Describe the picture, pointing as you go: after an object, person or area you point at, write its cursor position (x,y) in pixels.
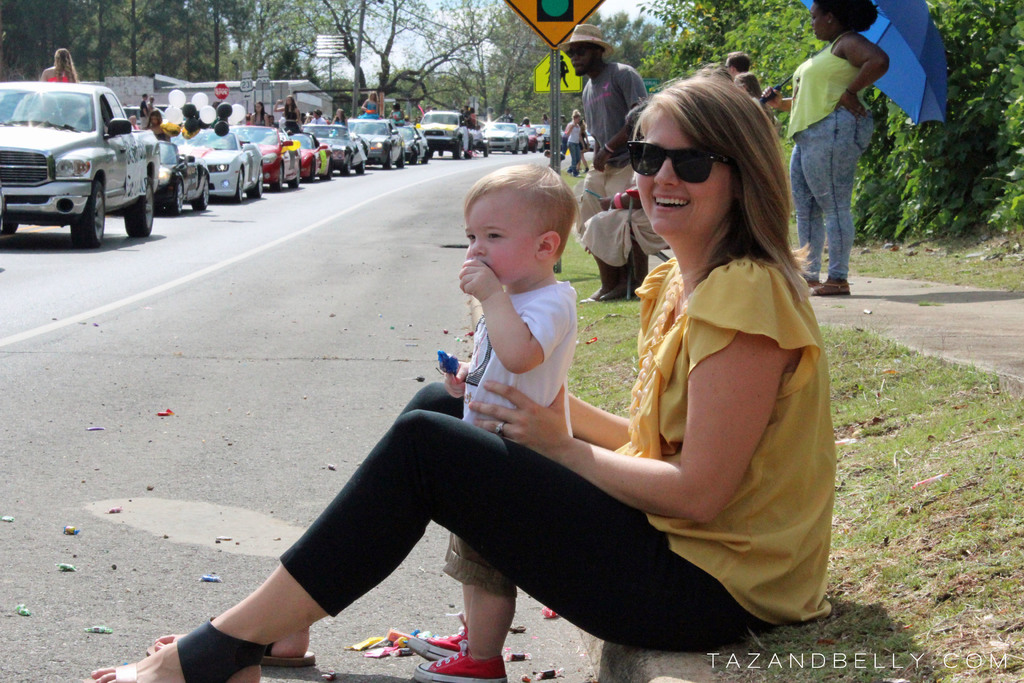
In the image there is a woman (771,462) sitting on a path (654,658) and she is catching the baby (532,388) who is standing on the road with her hands (533,415) and behind a woman (648,200) there are few other people (613,174) and caution boards (570,78), on the left side (96,187) there are a lot of cars (223,148) on the road (276,562), around the road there are many trees (751,45).
